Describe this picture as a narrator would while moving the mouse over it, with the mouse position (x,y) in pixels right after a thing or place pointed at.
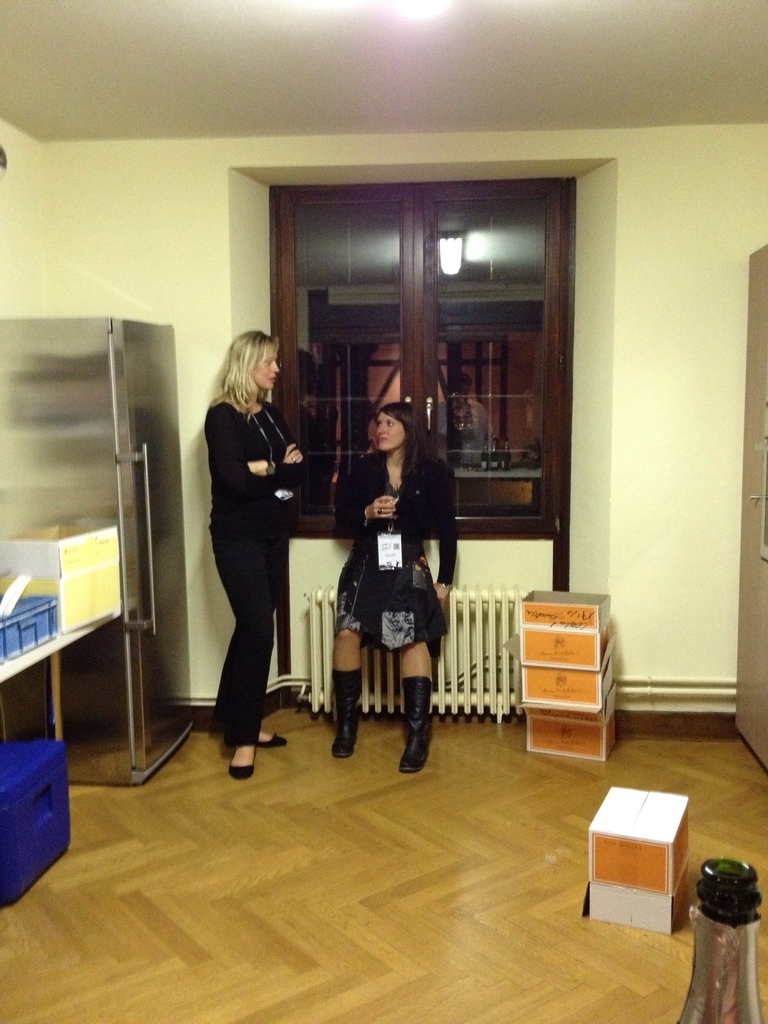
In the picture we can see two women (250,525) are standing on the floor (389,978) and beside them, we can see a refrigerator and the table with some objects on it and behind the women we can see the window (370,226) and to the ceiling (516,2) we can see the light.
